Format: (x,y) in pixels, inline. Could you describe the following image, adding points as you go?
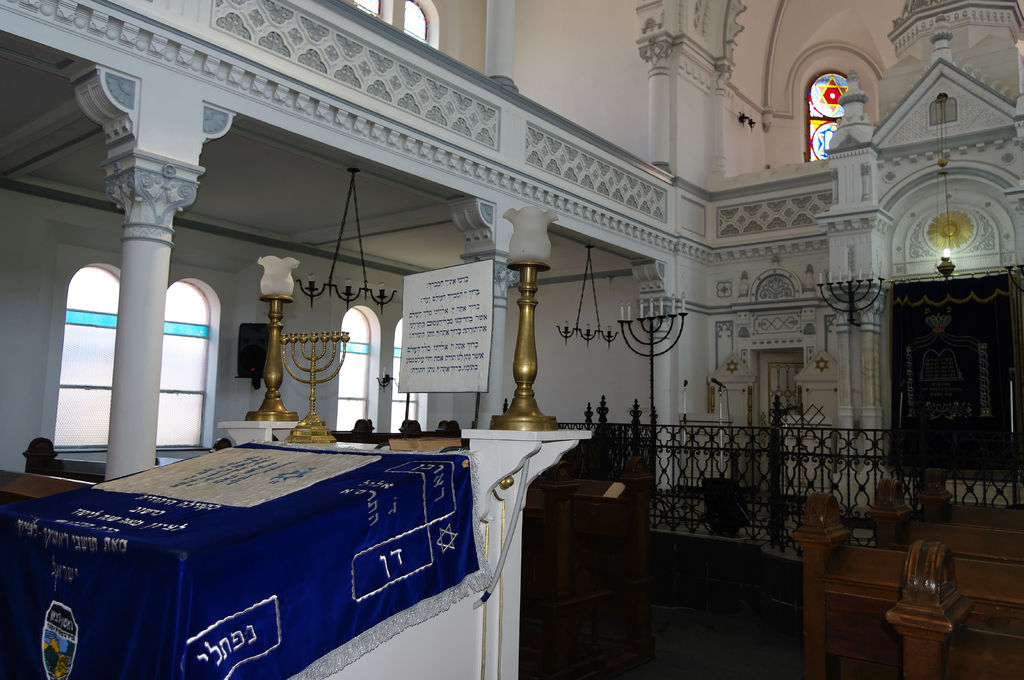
In this picture we can see lights (522,236). On the right (973,386) there is a door (973,356). Here we can see candle stand (852,299). On the top (809,111) we can see windows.
